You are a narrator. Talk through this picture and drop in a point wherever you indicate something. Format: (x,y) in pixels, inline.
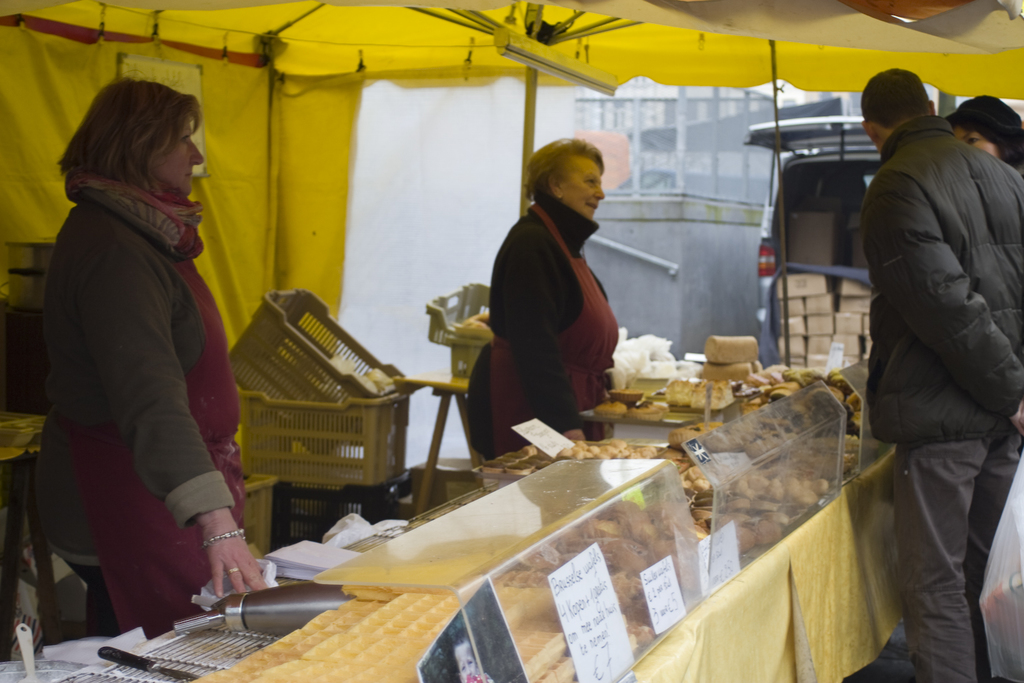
In this image in the middle (547,265) there is a woman (548,363), she wears a dress (548,363). On the left (159,368) there is a woman (168,403), she wears a dress (163,308), her hair (107,93) is short. On the right (945,439) there is a man (951,416), he wears a jacket (954,388), trouser (927,564) and there is a woman (1006,155). In the middle (678,437) there are breads (731,373), cookies (717,491), grills (200,660), tissues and many food items (620,557). At the top (620,80) there are tents (490,101) and lights (548,69). In the background (311,458) there are baskets (357,406), tables (440,385), breads (716,383), food items (722,382), vehicle (848,222), boxes (817,348) and a wall (614,283).
